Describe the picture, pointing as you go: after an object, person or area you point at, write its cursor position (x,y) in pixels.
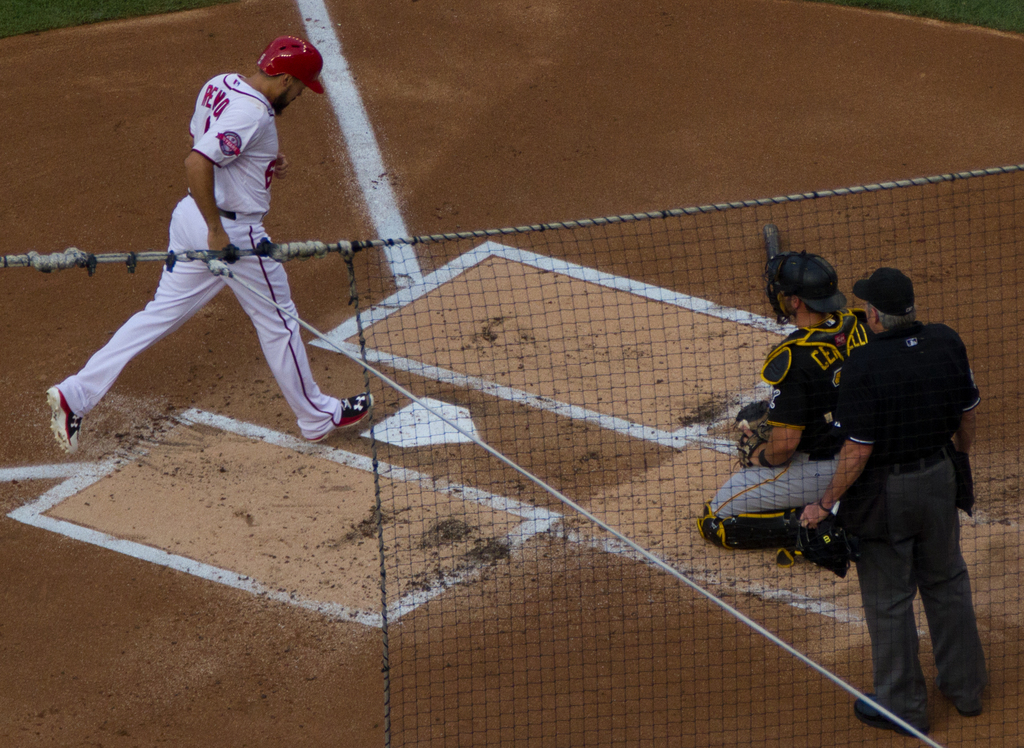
On the left side of the image (188,298) we can see a man (187,280) running. On the right (746,517) there is an umpire (863,354) and a catcher (797,489). In the foreground (748,701) we can see a net (574,536).
